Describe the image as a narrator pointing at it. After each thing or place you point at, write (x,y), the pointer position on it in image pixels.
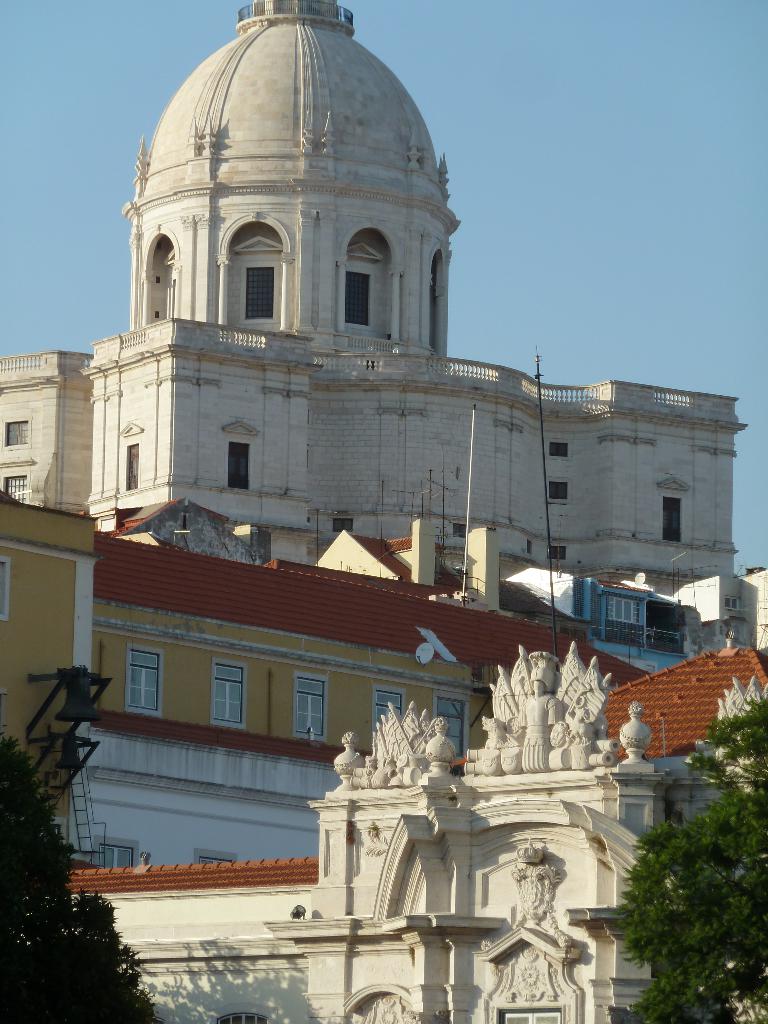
In this picture we can see buildings (293,538), at the right bottom (638,896) and left bottom there are trees (114,985), we can see the sky (648,192) at the top of the picture (655,140).
